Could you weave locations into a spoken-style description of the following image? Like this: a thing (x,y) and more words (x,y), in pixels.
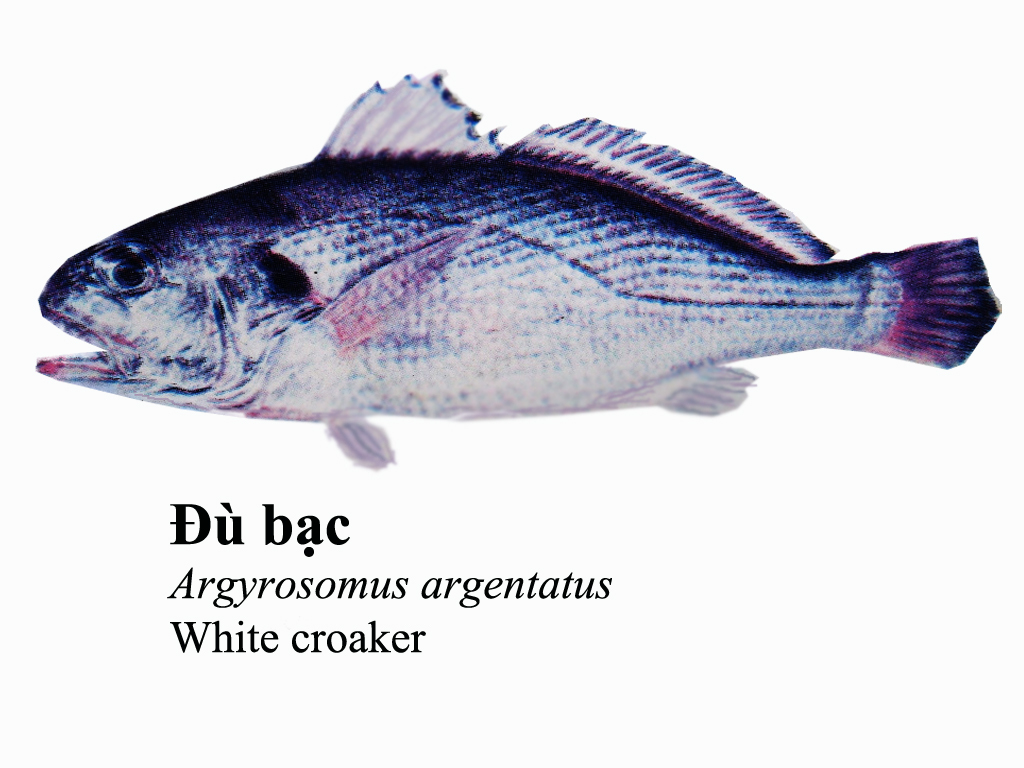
This image is consist of a fish (394,317) and there is some text (248,597) on the image.
